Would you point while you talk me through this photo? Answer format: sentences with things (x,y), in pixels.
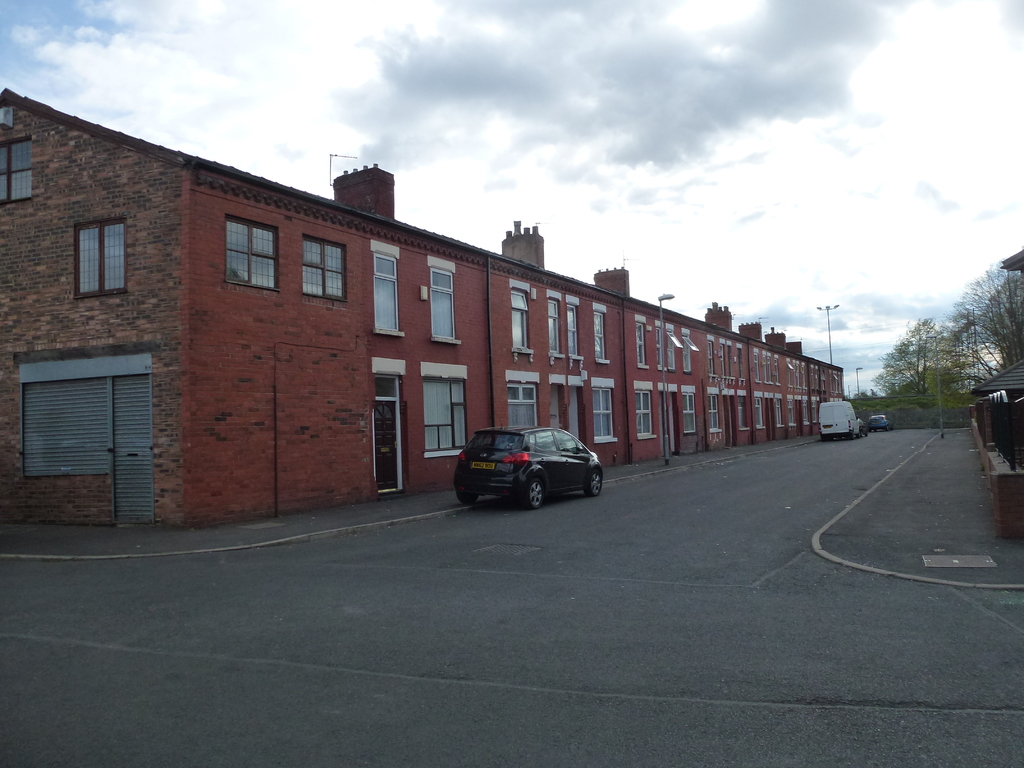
In this image there is the sky (618,118), there are clouds (618,118) in the sky (640,105), there is a building (630,300) truncated towards the left of the image (86,228), there is the door (380,403), there are windows (717,405), there are poles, there are lights (664,299), there is the road (705,574), there are vehicles (570,470) on the road (428,527), there are trees (947,349), there is an object (1015,412) truncated towards the right of the image (1010,267).
